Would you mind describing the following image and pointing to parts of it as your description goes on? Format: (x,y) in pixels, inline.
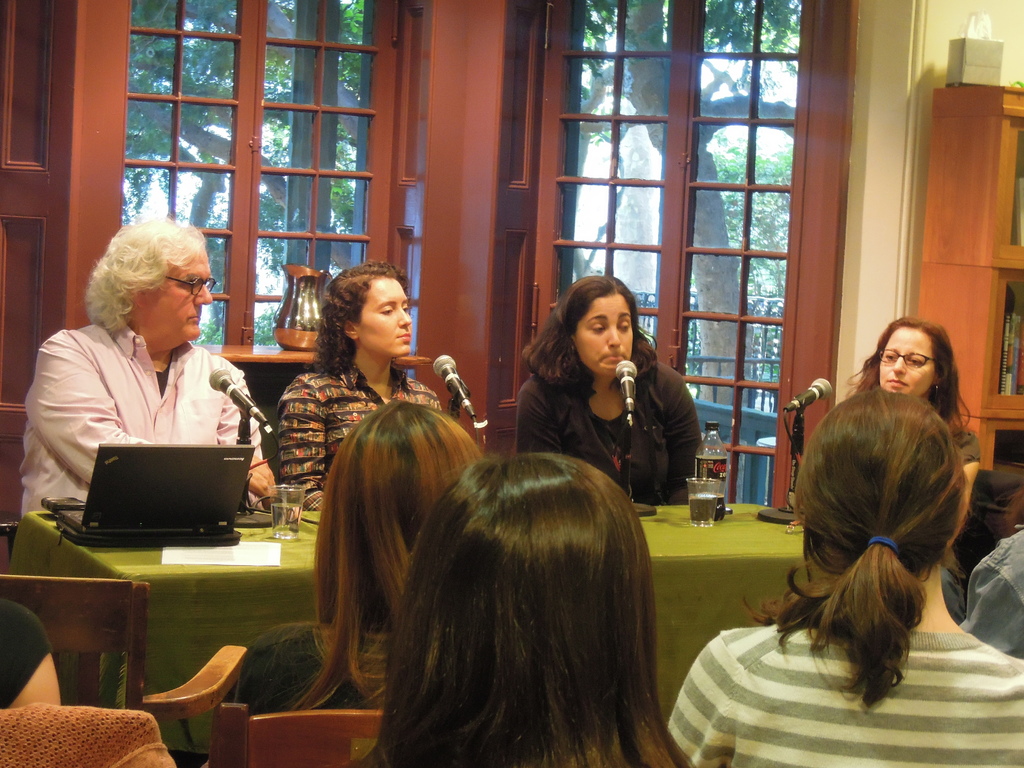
In this image I can see number of people (65,368) are sitting. I can also see two of them are wearing specs (885,354). Here I can see a table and on it I can see green colour table cloth (40,536), a laptop (178,528), a white colour paper (224,561), few glasses (286,536), a bottle (705,452) and few mics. In the background (683,245) I can see glass window (312,166) and number of trees (146,117).
